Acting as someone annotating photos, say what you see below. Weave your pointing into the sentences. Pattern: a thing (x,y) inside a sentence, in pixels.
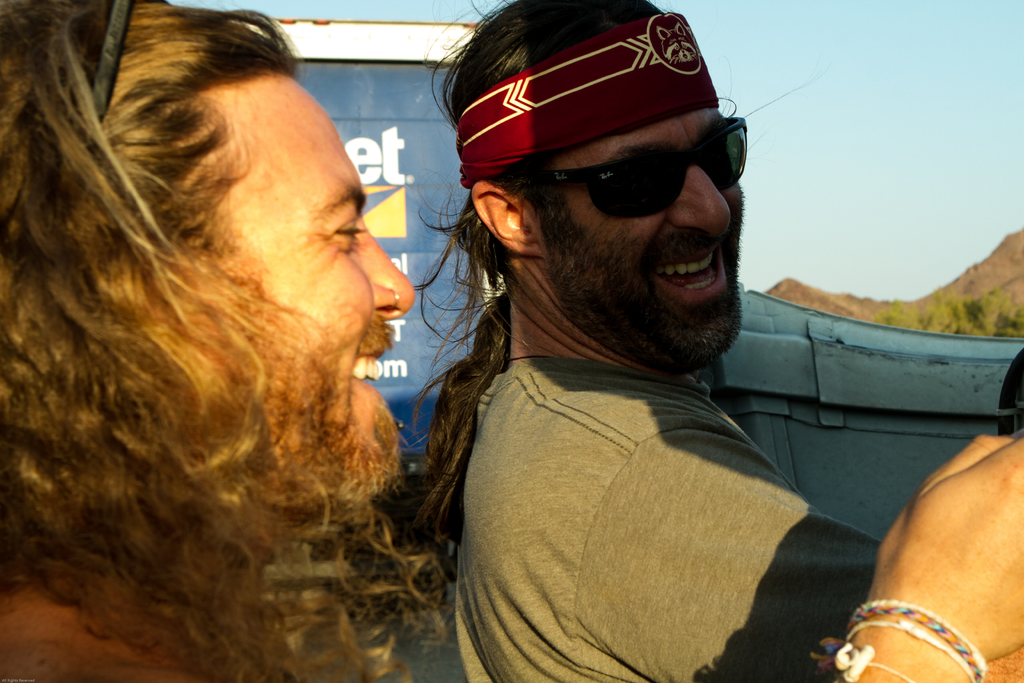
This picture is clicked outside. On the right (685,141) there is a man (640,254) wearing goggles (660,173), t-shirt (629,413) and smiling. On the left (199,211) there is another man (167,218) smiling and in the background (817,90) we can see the sky (819,134), hills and the text (390,172) on a blue color object (362,91) and some other objects (777,358).
